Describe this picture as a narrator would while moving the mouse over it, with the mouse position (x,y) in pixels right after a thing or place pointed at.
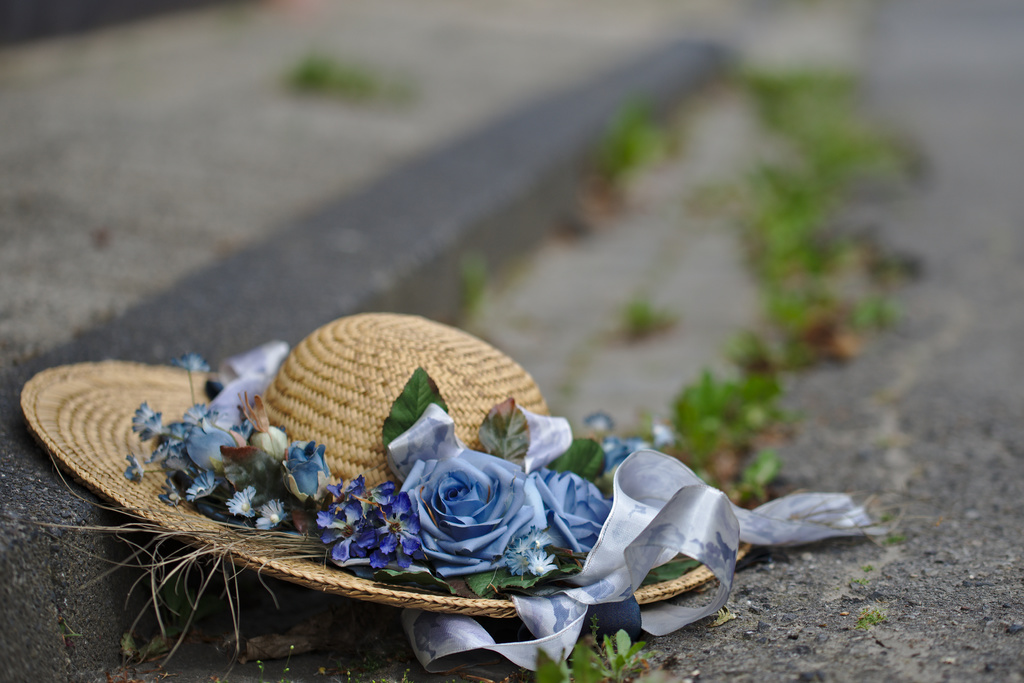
In this image there is a hat (288,548) on the ground (309,657). In the background (762,238) few leaves (751,417) are visible.
